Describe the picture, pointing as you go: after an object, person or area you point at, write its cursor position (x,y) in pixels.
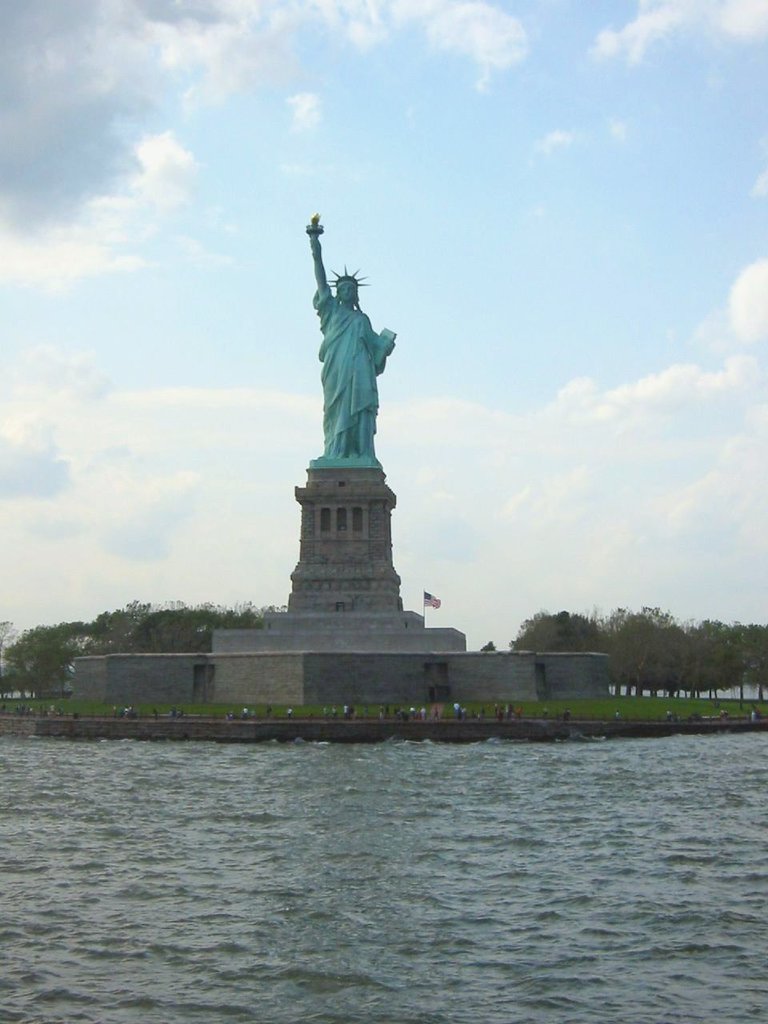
In this image there is a statue of liberty (349,467) in the middle (363,495). At the bottom (286,855) there is water (286,855). In the background (655,652) there are trees (632,639). At the top (616,189) there is sky (616,189).
